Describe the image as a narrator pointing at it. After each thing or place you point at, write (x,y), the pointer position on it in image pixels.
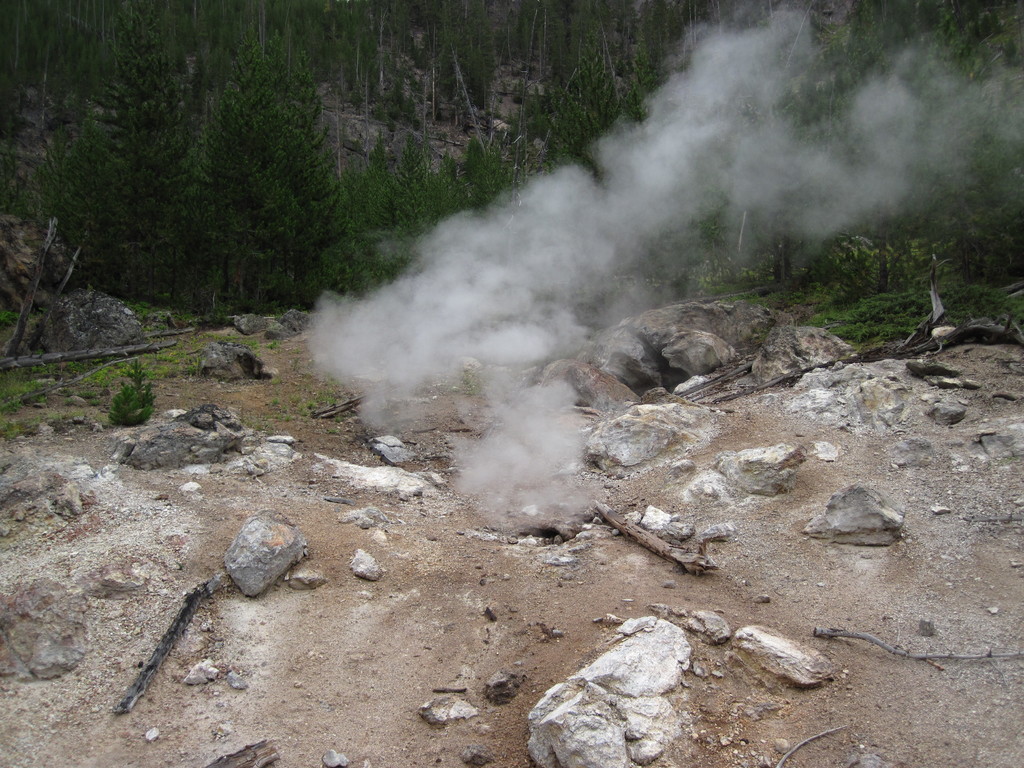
In this image, I can see the rocks (257,546). It looks like a smoke (568,294). In the background (161,306), I can see the trees (920,219).
